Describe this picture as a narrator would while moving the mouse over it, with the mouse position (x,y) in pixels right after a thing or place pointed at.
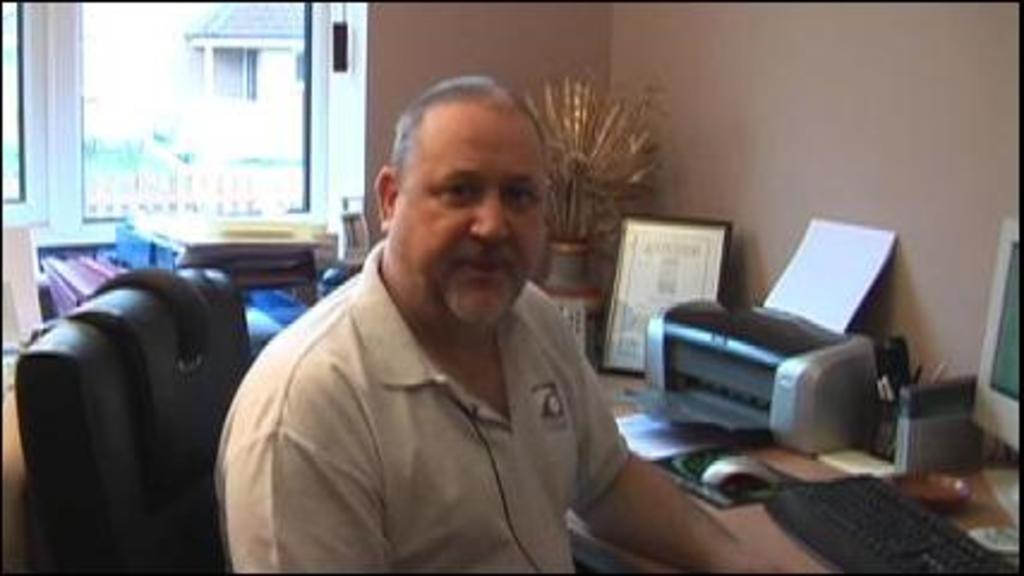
In the center of the image (437,268) we can see a man (335,421) before him there is a table (648,389) and we can see a keyboard (848,493), computer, mouse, printer (686,349), photo frame (637,317) and decors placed on the table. In the background (703,129) there is a wall (493,61) and a window (204,122).
